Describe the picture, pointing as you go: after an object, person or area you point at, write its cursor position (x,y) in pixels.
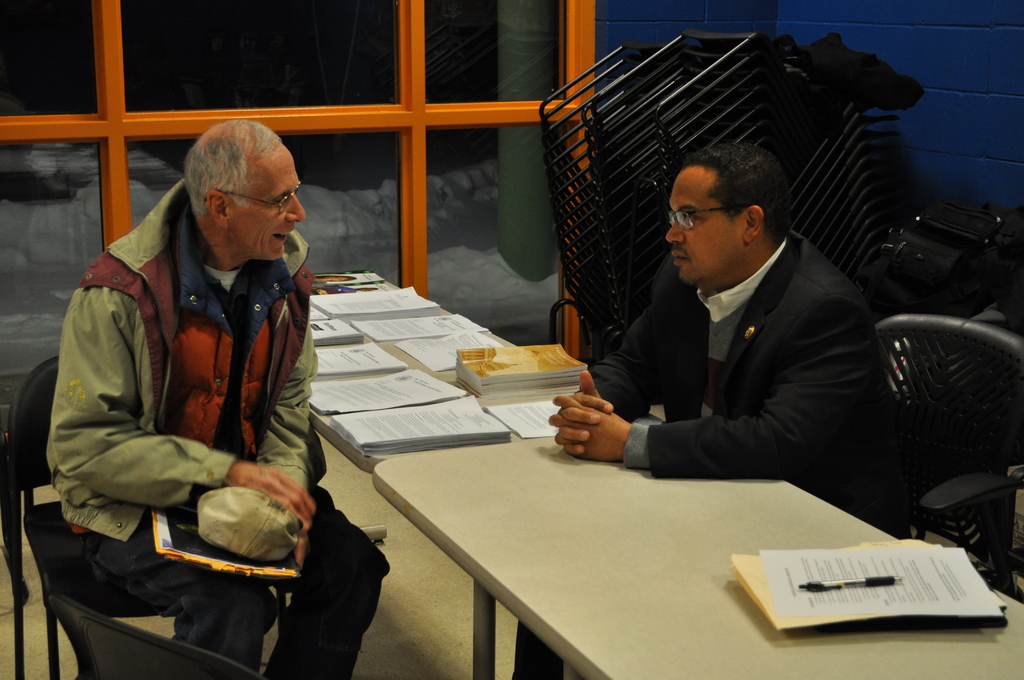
In this image, I can see two persons (262,399) sitting on the chairs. In front of two persons (754,379), I can see papers (493,410), books (489,373) and a pen (820,586) on a table (551,541). In the background (336,119), there are chairs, a wall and I can see the snow (488,261) and a pillar (514,165) through a glass window (476,84).
